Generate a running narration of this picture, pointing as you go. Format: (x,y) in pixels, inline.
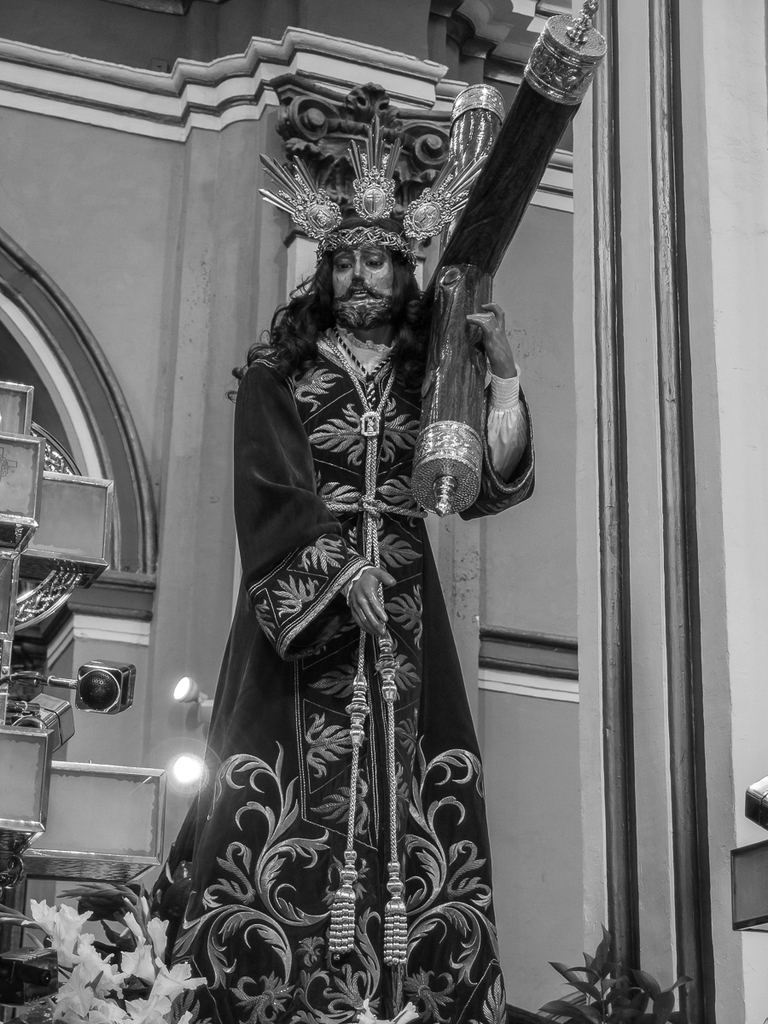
In this image we can see a statue (415,943), plants (151,966), electric light (190,774) and walls (163,243).
